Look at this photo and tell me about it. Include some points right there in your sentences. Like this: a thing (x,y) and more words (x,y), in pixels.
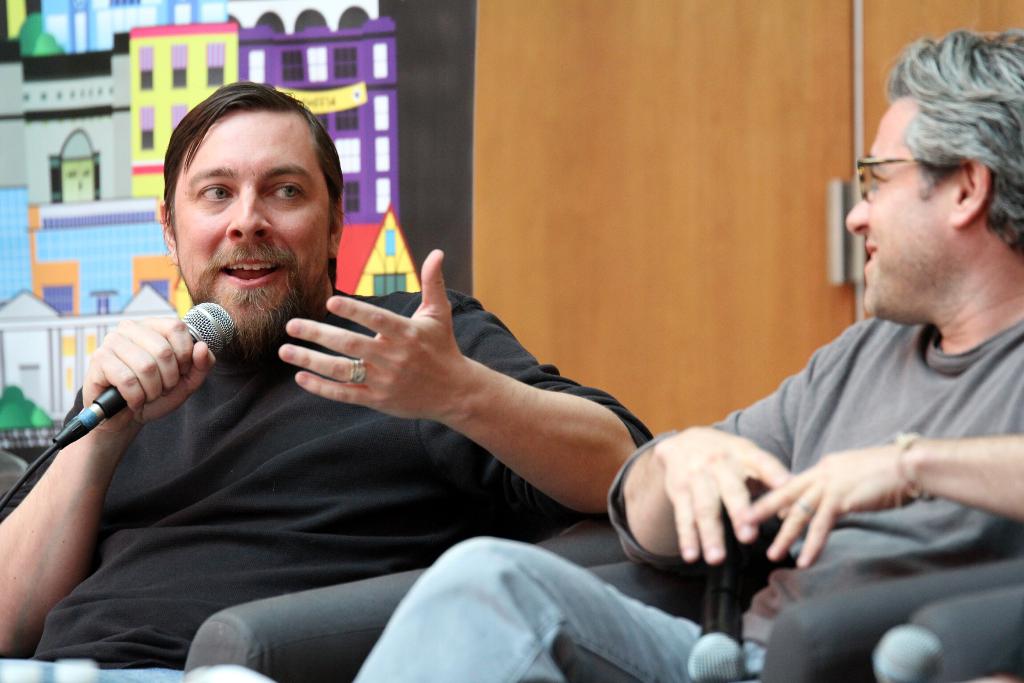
In the background (600,153) we can see a board (339,67) and it seems like the wooden cupboard (724,53). On the left side of the picture (224,266) we can see a man (216,289) holding a microphone (223,334) and he is talking. On the right side of the picture (713,478) we can see another man (840,462) wearing spectacles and he is smiling. They both are sitting on the chairs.
